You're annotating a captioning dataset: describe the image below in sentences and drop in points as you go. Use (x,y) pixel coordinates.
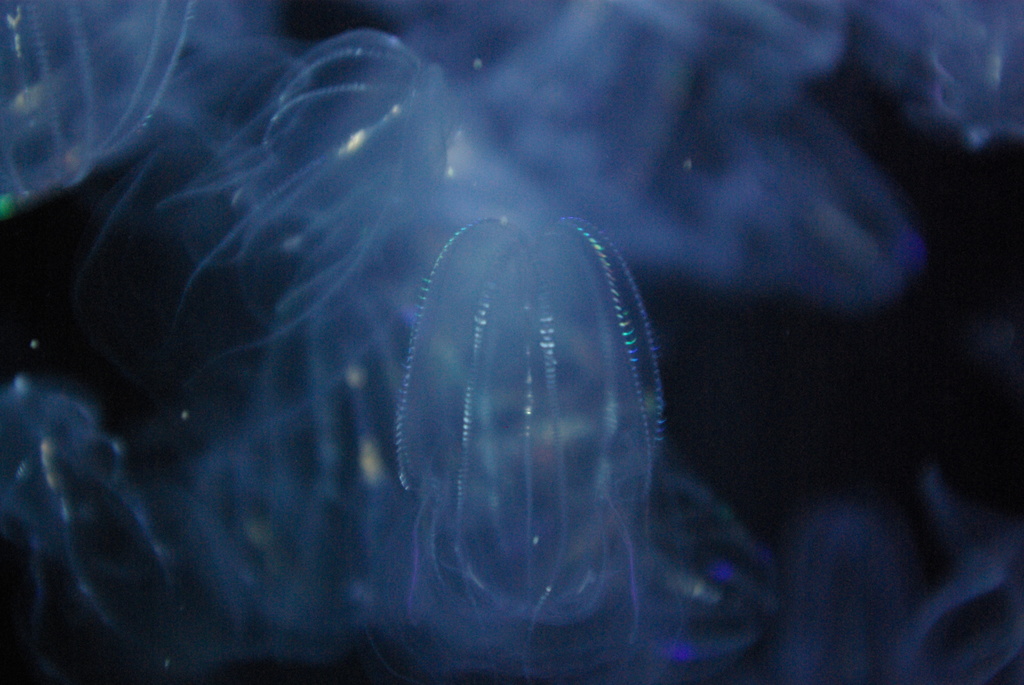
In this picture we can see jellyfish (819,675). In the background of the image (971,207) it is dark.
